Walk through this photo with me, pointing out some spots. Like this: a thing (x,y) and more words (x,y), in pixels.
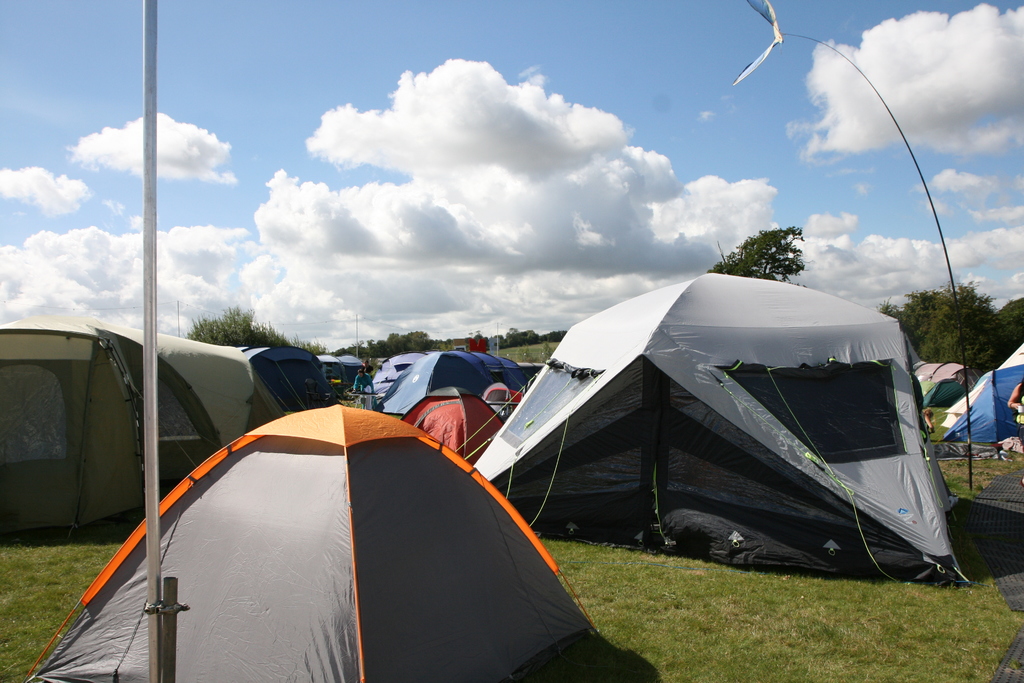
This image is taken outdoors. At the top of the image (419,207) there is a sky (230,173) with clouds (413,218). In the background (915,303) there are a few trees (451,343) and plants (946,322). At the bottom of the image (732,632) there is a ground (680,611) with grass (941,625) on it. In the middle of the image (635,344) there are a few tents (127,330) on the ground (70,556) and there is a pole (167,605).
